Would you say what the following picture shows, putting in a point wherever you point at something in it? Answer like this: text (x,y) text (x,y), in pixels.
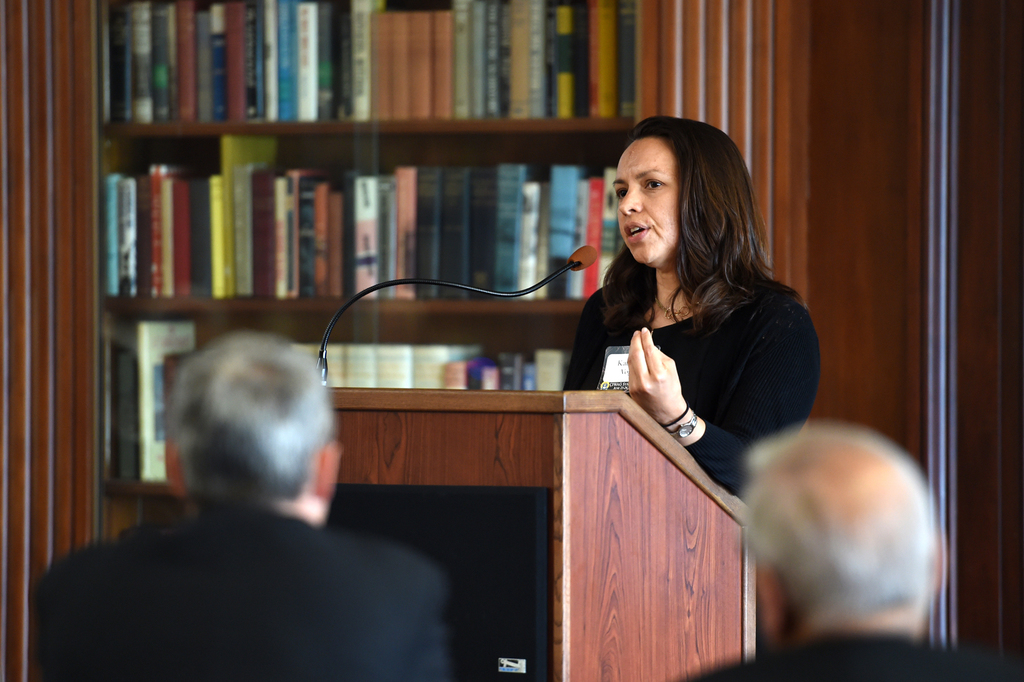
In this image we can see some people (639,369). In that a woman (658,381) is standing in front of a speaker stand (566,542) with a mic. On the backside (478,319) we can see some books (393,364) in the shelves (322,310).
